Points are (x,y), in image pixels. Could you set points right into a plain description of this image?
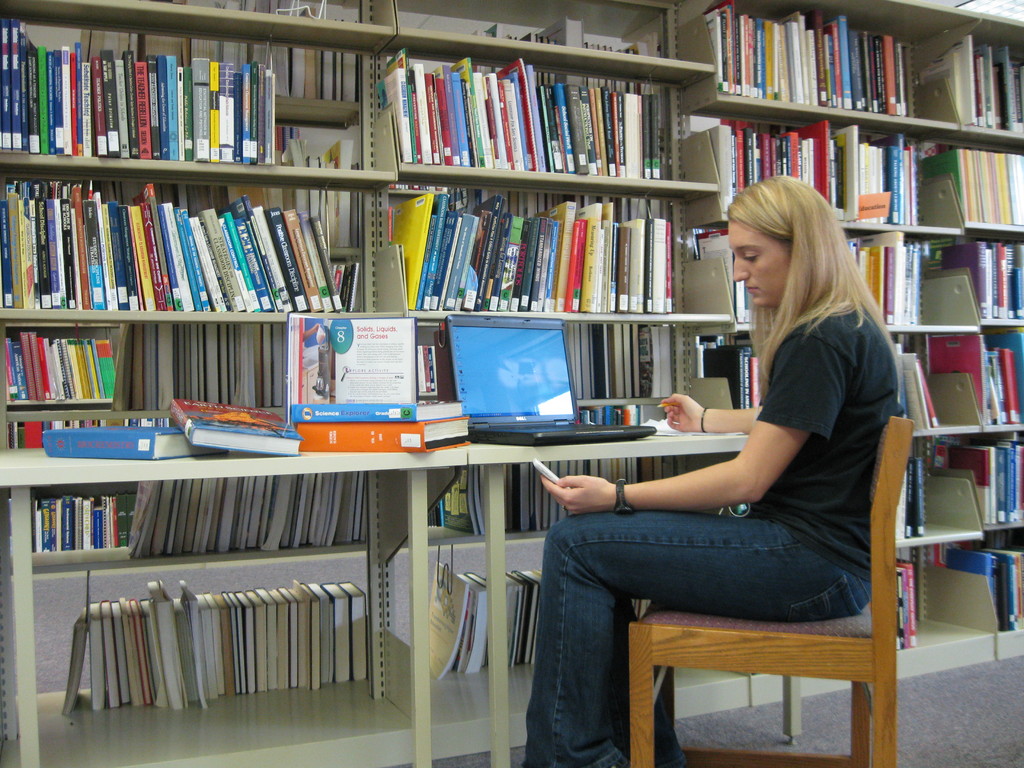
Here a woman (709,593) is sitting on a wooden chair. She is holding a mobile phone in her left hand (609,501). This is a table (219,473) where a books (347,437) and a laptop (533,319) are kept on it. This is a bookshelf (601,182).
